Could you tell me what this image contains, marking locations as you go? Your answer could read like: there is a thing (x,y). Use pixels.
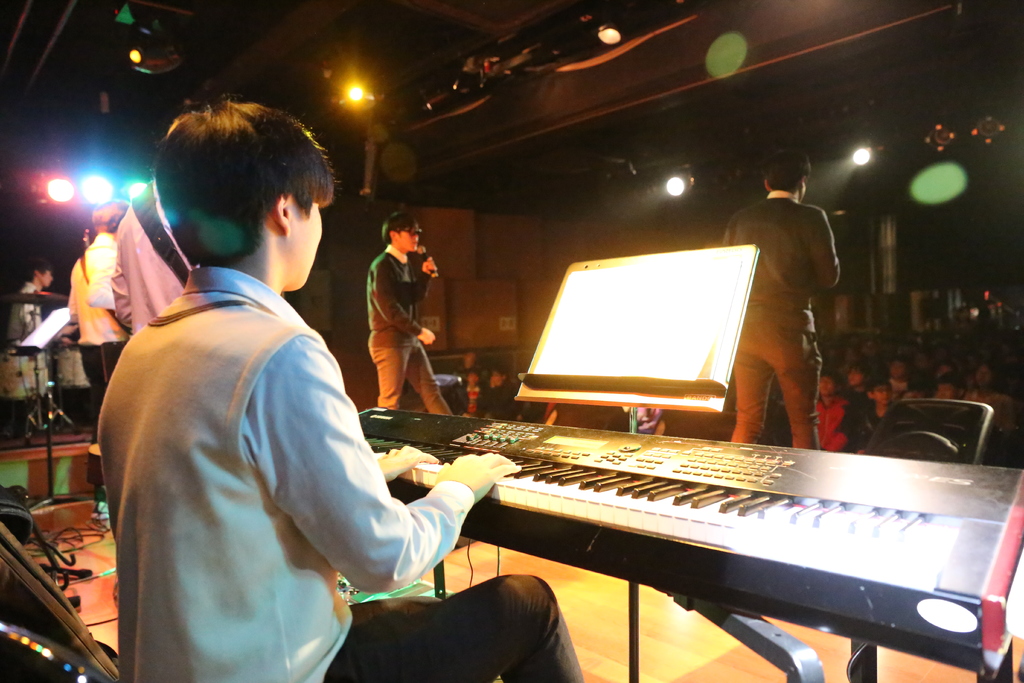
In this image, we can see a person (278,347) wearing clothes (263,387) and playing a musical instrument (703,491). There are some persons (95,285) standing and wearing clothes (84,309). There are lights (104,182) in the top left of the image (85,182). There is a crowd (894,360) on the right side of the image (855,428).
